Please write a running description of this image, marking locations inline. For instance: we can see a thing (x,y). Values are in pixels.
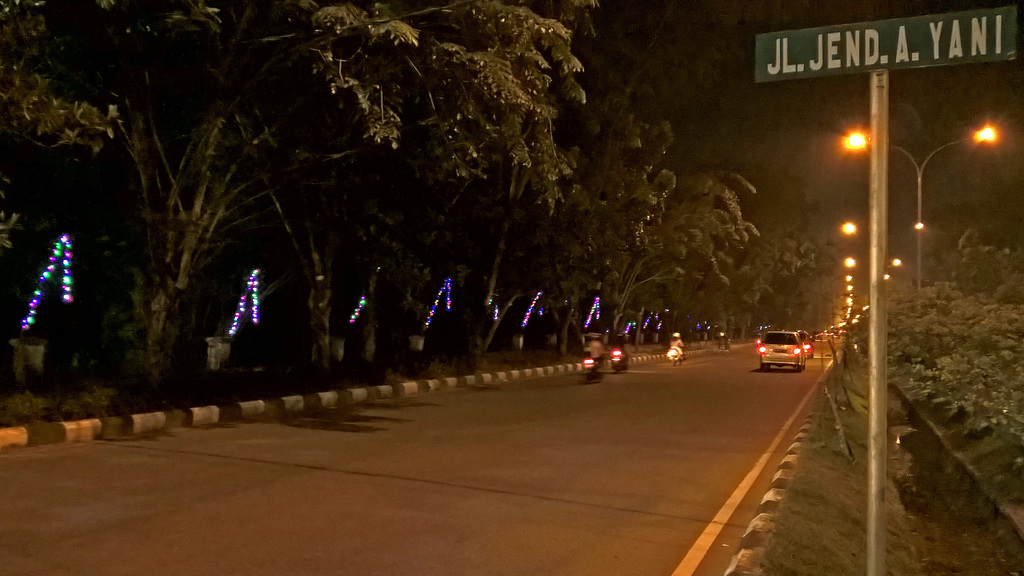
In this image, we can see vehicles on the road (478,393) and in the background (544,156), there are trees (464,257), lights (914,165), poles (886,208) and we can see a board (894,47).
